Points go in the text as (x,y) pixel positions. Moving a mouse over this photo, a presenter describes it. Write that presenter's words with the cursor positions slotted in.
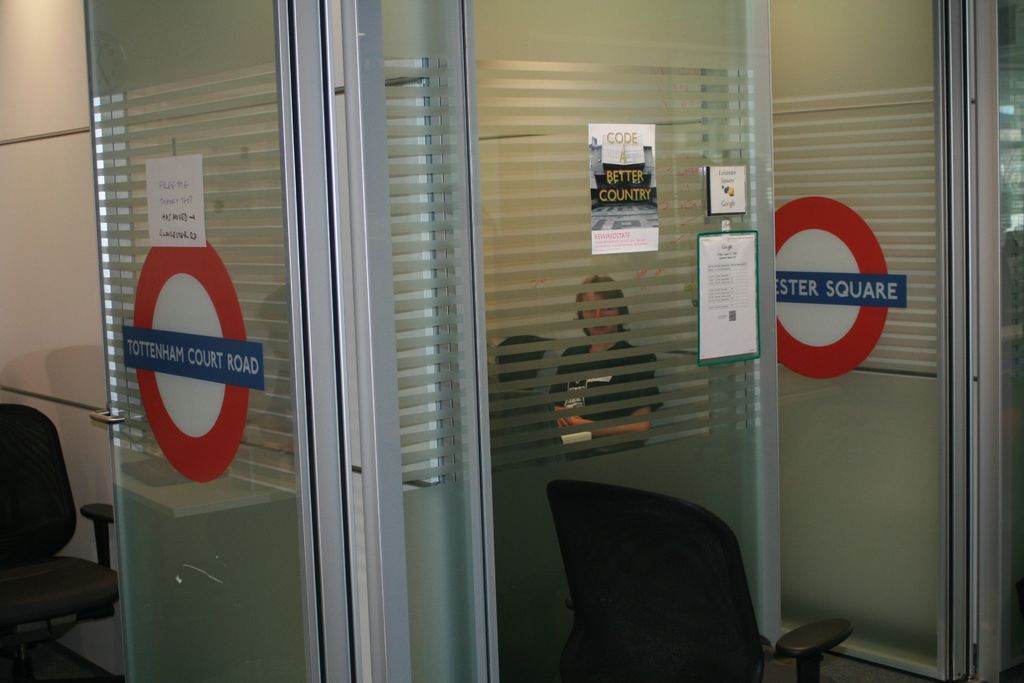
In the image there is a glass window (548,28) with chair (616,533) in front of it, behind the glass (472,562) there is a woman (621,401) sitting, there are station name boards (221,275) on the doors (139,269).
